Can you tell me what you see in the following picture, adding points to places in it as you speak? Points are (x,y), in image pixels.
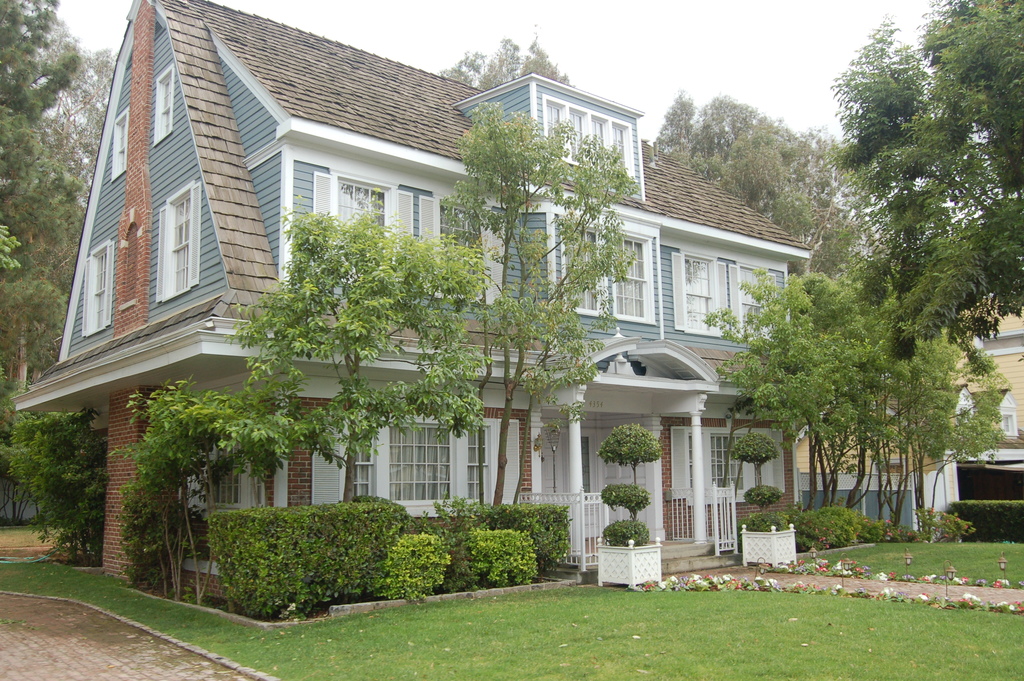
In this picture there are buildings (103,349) and trees (825,319) and there are plants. At the top (659,36) there is sky (729,56). At the bottom (668,646) there is grass (571,643) and there is a railing (686,518) and there are flowers (863,588) and there is a pavement (78,625).
